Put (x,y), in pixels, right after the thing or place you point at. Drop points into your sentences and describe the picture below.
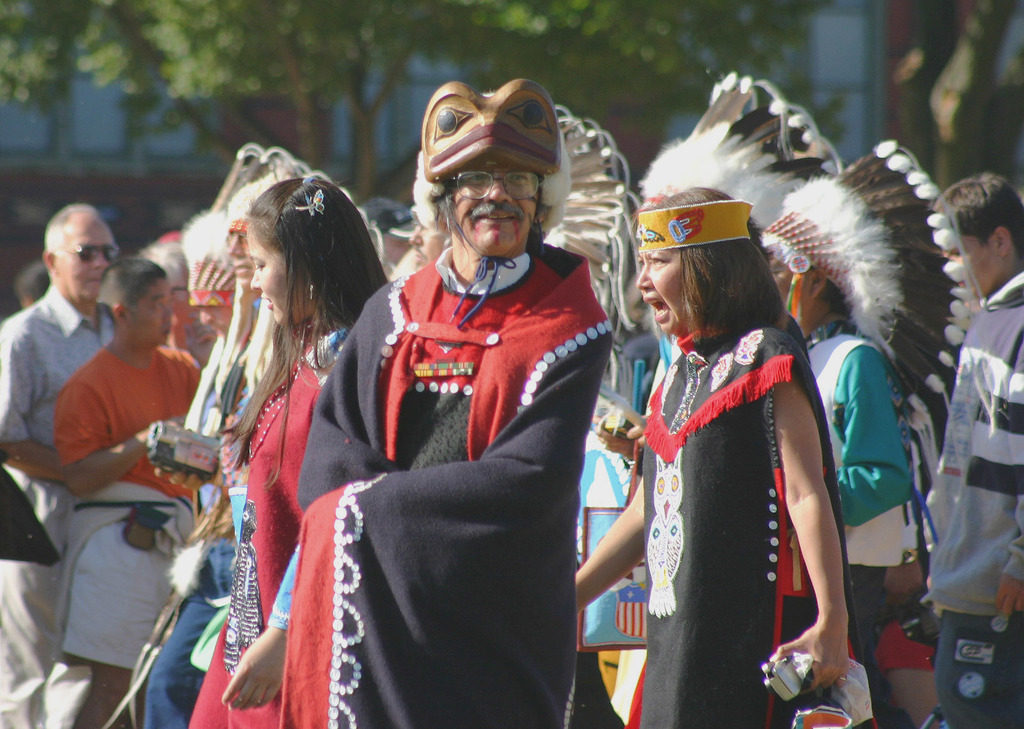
In the middle of the image (672,303) few people (480,718) are standing and holding something in their hands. At the top (21,13) the image we can see some trees (422,12) and buildings (29,161). Background of the image (45,145) is blur.
